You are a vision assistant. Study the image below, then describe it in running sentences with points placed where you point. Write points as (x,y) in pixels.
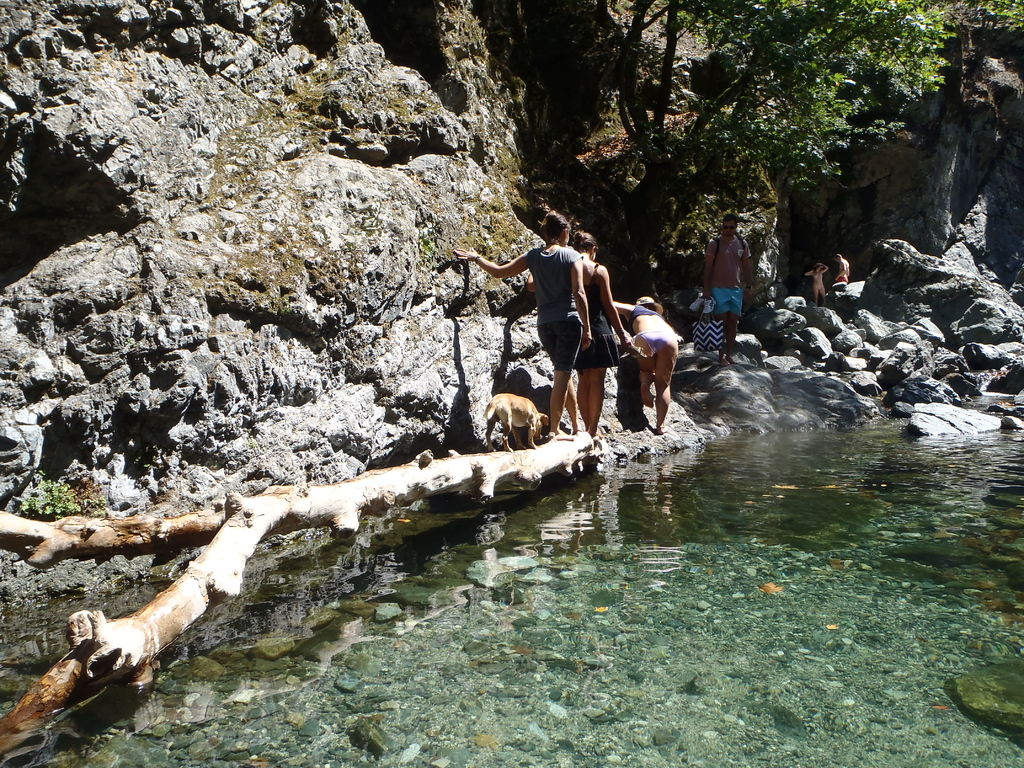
Here we can see water (682,513), people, animal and tree (740,111).
